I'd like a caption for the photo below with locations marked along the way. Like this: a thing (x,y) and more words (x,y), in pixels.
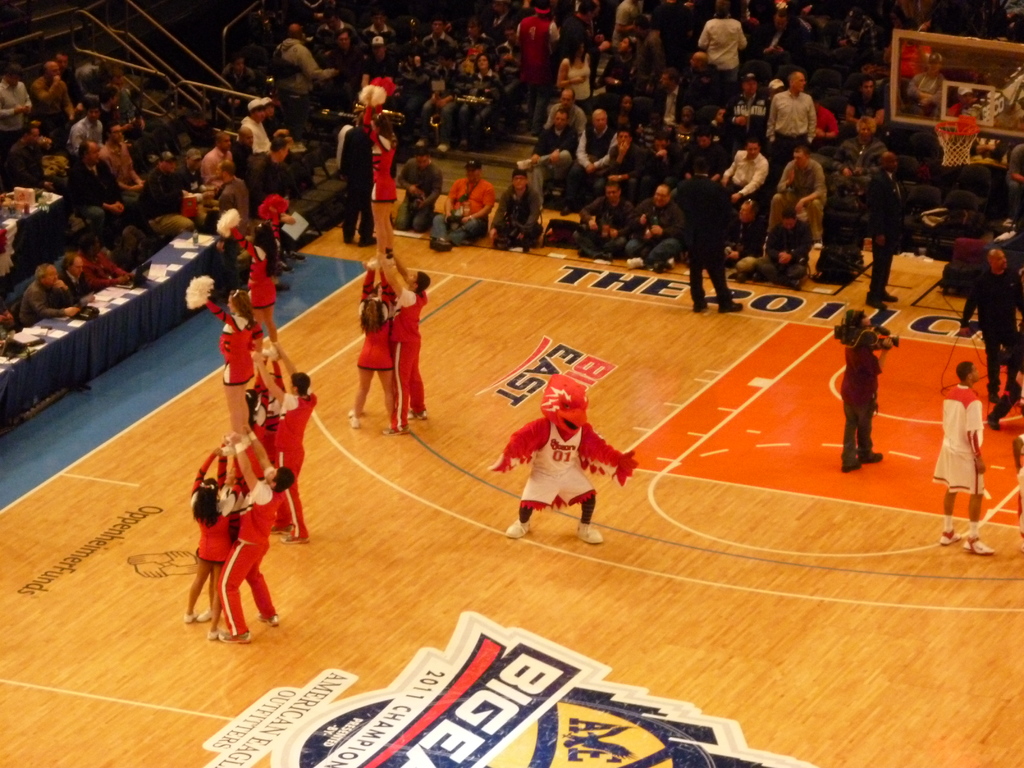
There are few persons (563,499) on the floor (482,656). Here we can see tables (150,286), cloth (184,285), and papers (43,334). There is a basketball goal (944,110). In the background (931,94) there is crowd (798,247).
